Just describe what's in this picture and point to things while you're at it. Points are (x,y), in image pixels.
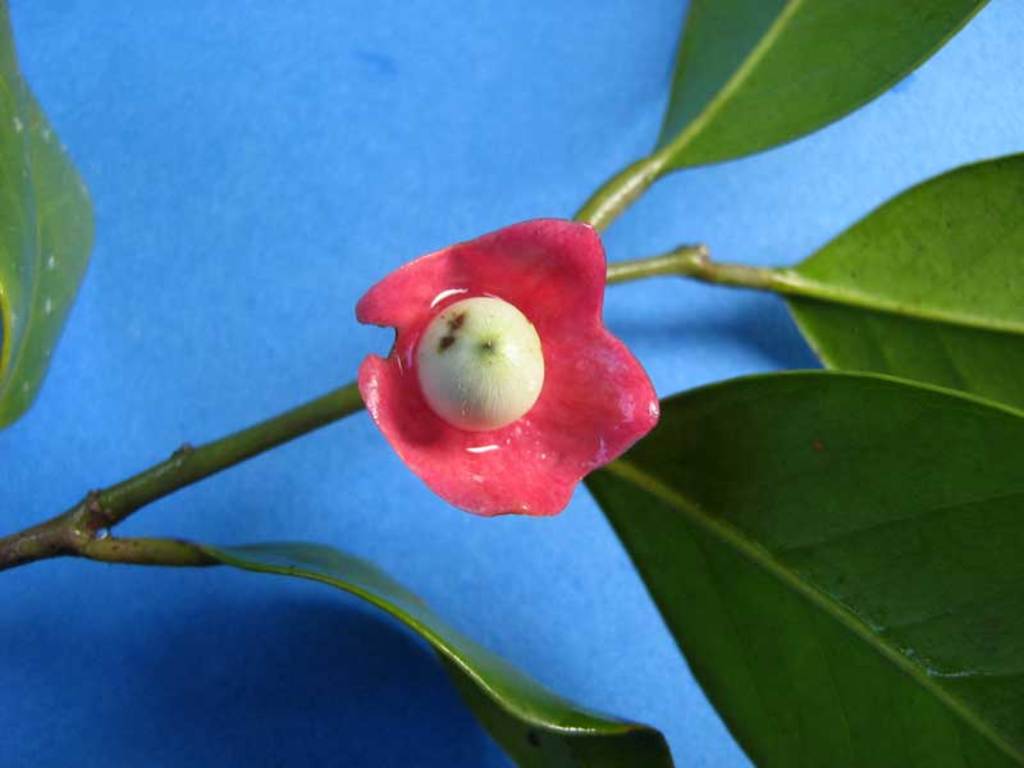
In this picture we can see a stem (65,551) with a flower (528,275) and leaves (72,221) on the blue surface (301,300).
